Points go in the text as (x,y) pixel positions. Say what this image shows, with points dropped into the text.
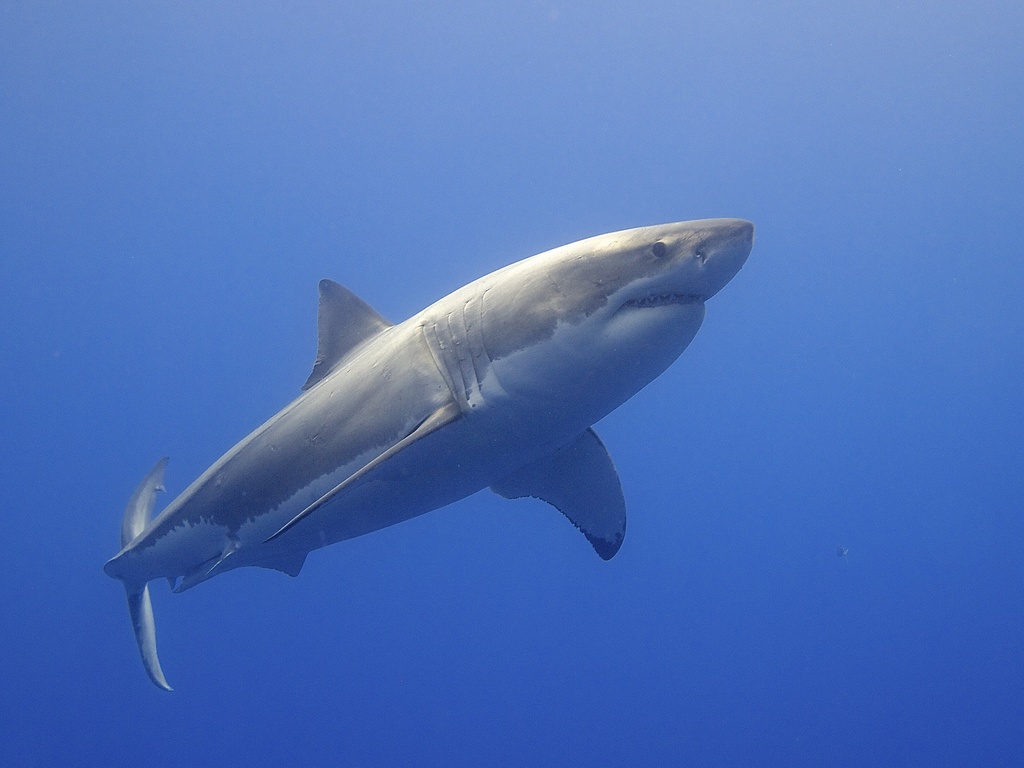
In the picture I can see a shark (506,415) in the water (207,455). The background of the blue in color.
